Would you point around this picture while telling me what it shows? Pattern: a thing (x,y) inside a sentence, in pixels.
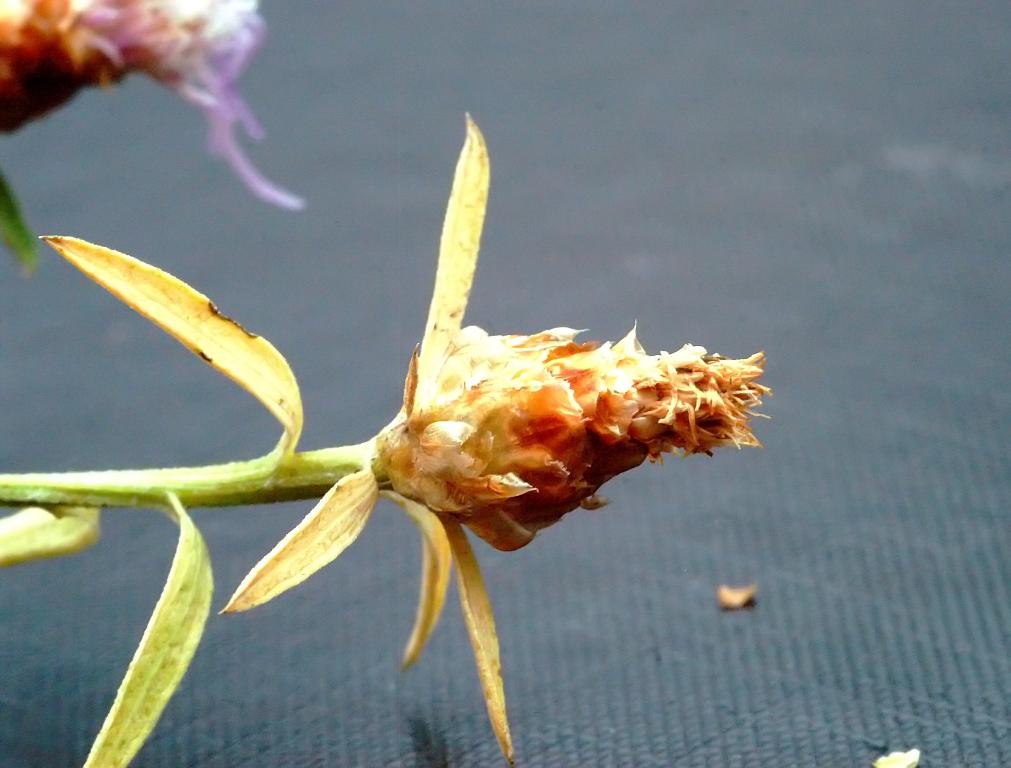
In this image I can see a brown color flower (547,389) and a yellow and green color leaves (216,360). The floor (672,526) is in grey color.
